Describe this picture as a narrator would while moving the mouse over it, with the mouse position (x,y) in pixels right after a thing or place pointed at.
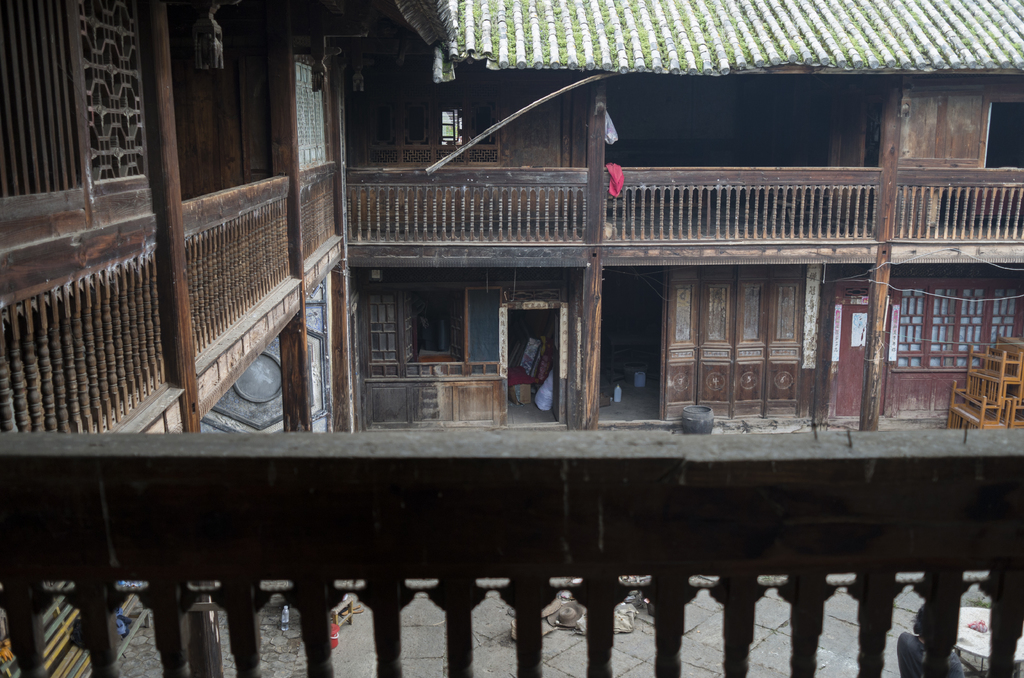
In this picture we can see a building (800,393). Here we can see a bottle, benches (1023,353), bin (703,420), and clothes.
